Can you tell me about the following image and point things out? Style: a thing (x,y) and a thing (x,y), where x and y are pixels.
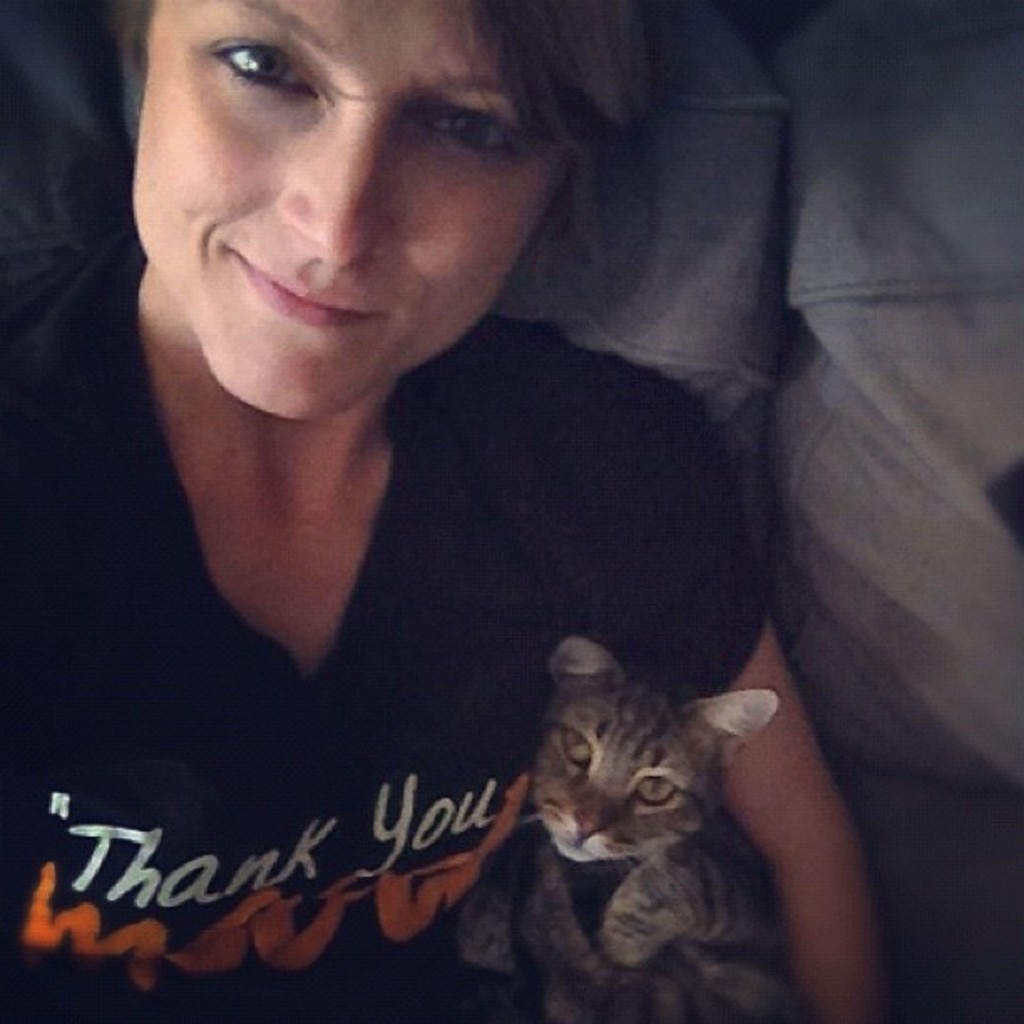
In this picture we can see a woman (217,385) sitting in a couch (736,348) and holding cat (596,800).
